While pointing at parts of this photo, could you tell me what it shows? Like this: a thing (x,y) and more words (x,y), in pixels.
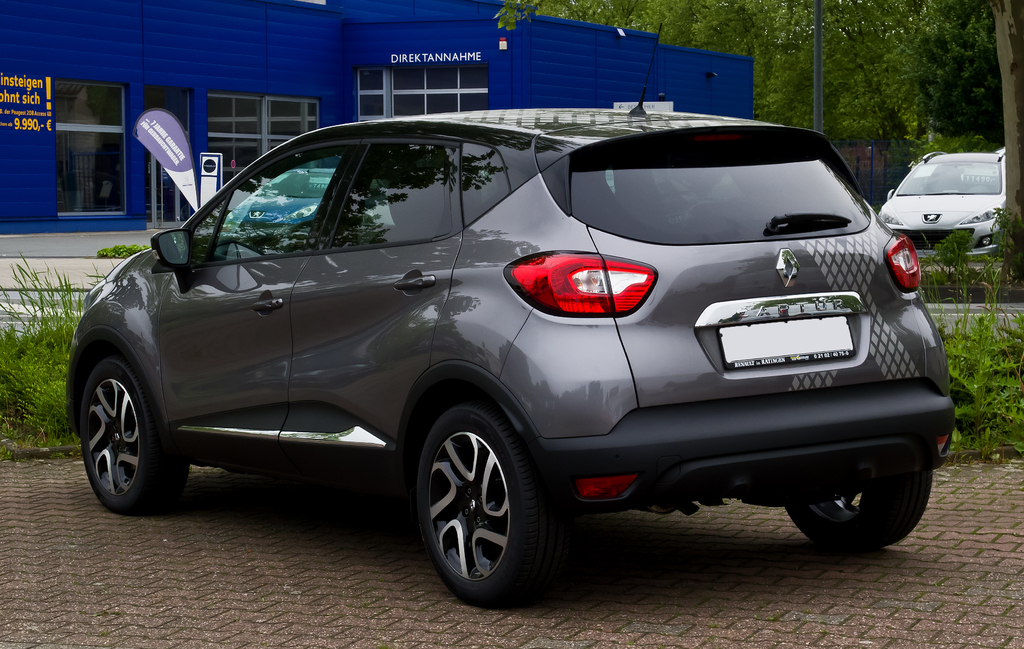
In the foreground of this image (623,334), there is a car (455,487) on the pavement (168,598). Behind it there is a grass (986,361). In the background (391,72), there is a shelter (514,66), road (58,278), trees (823,42) and a car (906,198) on the right (901,194).
